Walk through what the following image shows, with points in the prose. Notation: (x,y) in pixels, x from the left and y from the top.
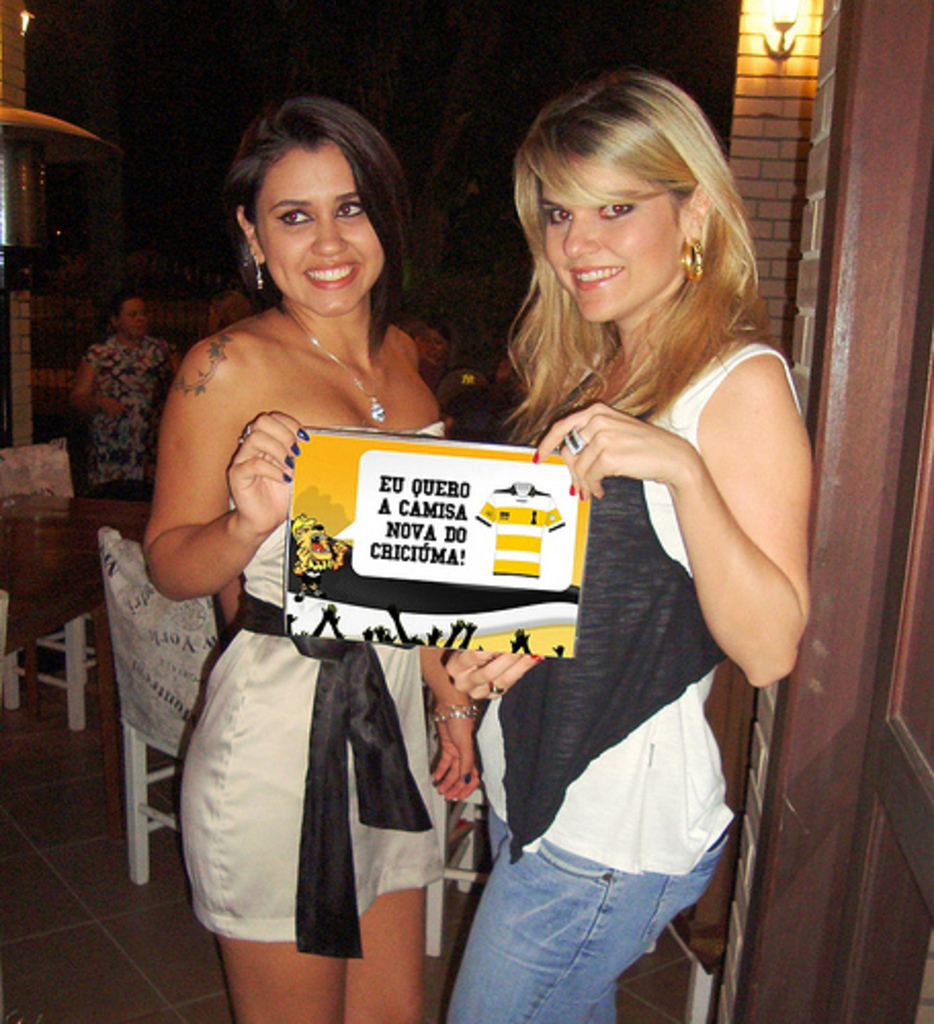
In the picture we can see two women (534,892) standing near the door (846,806) and holding some card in the hand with some advertisement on it and in the background (748,10), we can see some chairs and some people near it and we can see a light (776,58) on the wall (810,355).
